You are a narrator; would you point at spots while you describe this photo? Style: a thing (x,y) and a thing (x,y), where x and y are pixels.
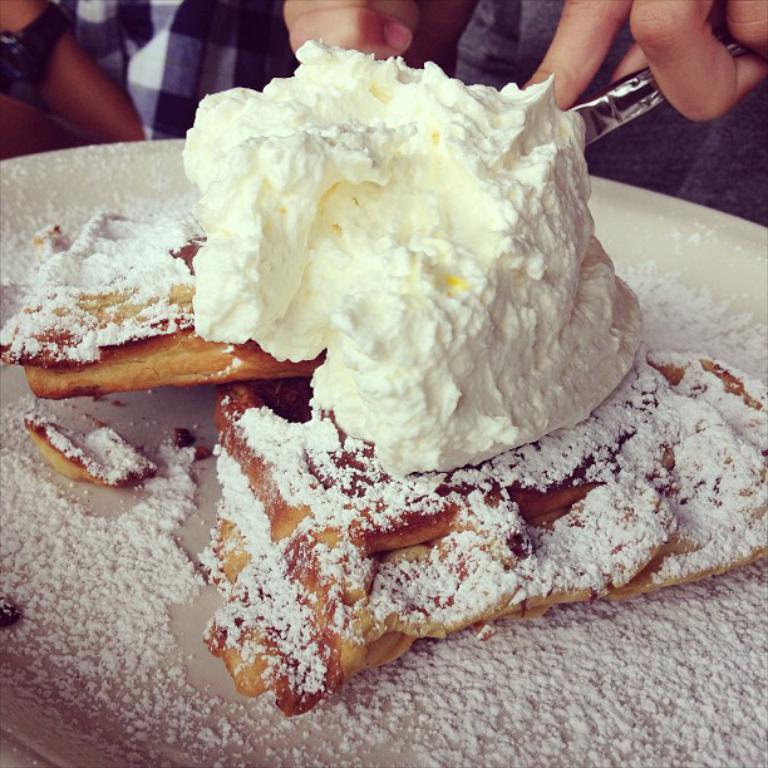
In this picture there is creme (209,134) on the bread (146,336) in the center of the image (365,435), in a plate (24,189) and there are people (243,48) at the top side of the image (765,92).
